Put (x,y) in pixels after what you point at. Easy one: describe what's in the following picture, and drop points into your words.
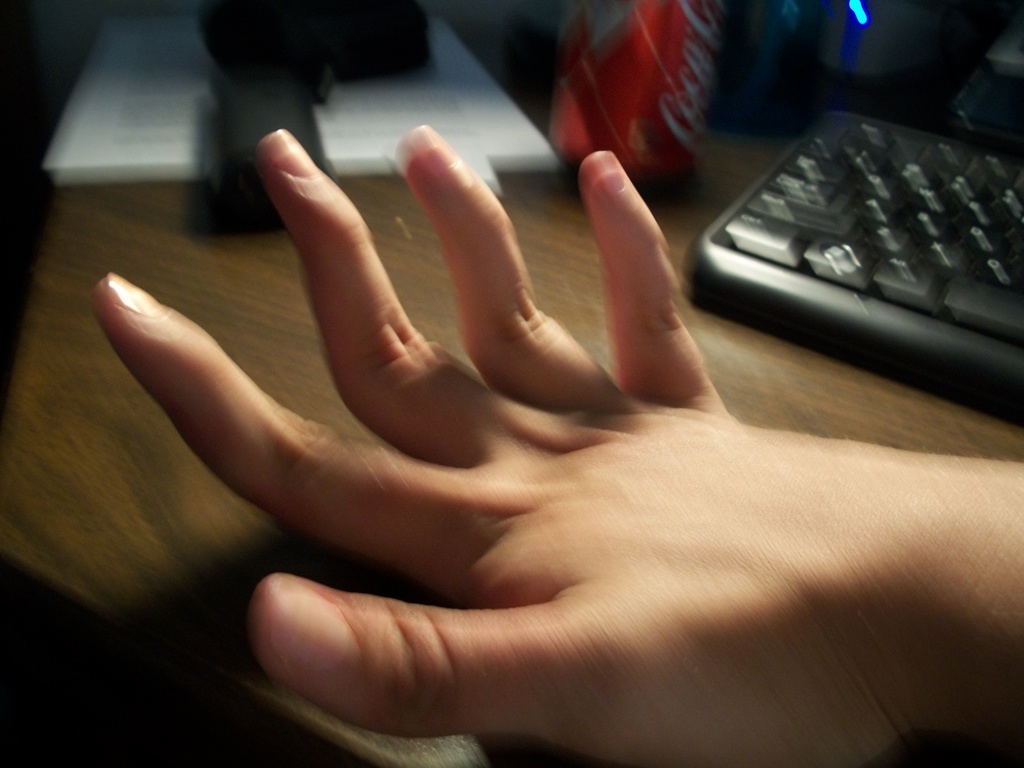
In this picture we can see a person's hand (444,462), keyboard (771,256), tin (649,78) and some objects (730,96) on the wooden surface (379,237).
